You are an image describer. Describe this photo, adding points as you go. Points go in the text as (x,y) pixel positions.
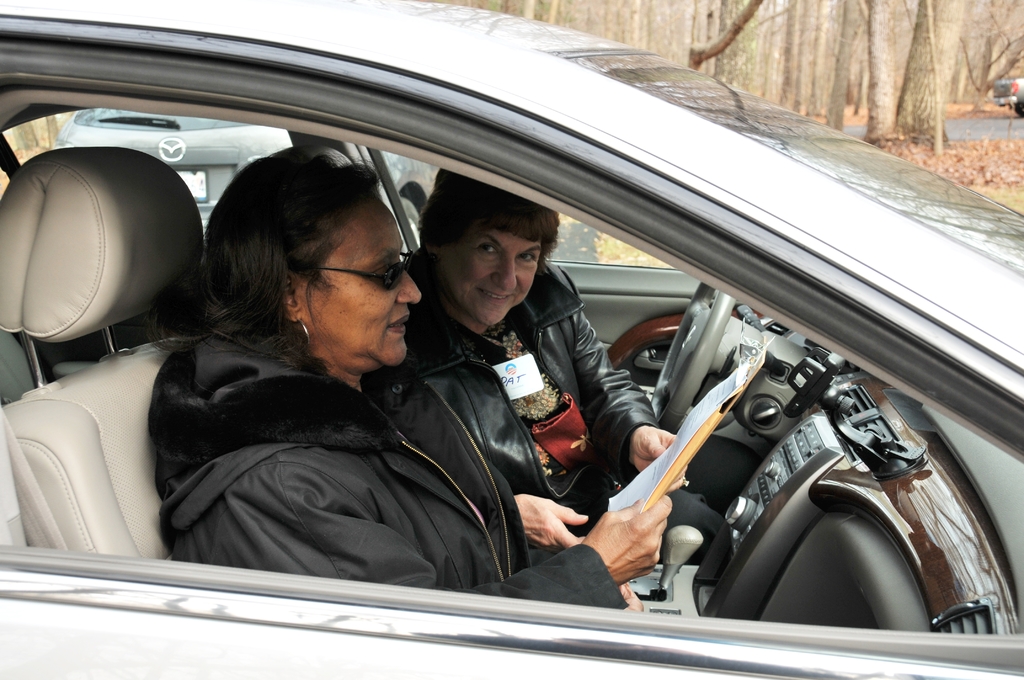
There are two women (435,371) in black color dress (507,403) holding a file (666,492) and sitting in the car (663,340). In the background (133,129), there is a car (204,131), trees (703,41), road (957,124) and grass (988,183).
